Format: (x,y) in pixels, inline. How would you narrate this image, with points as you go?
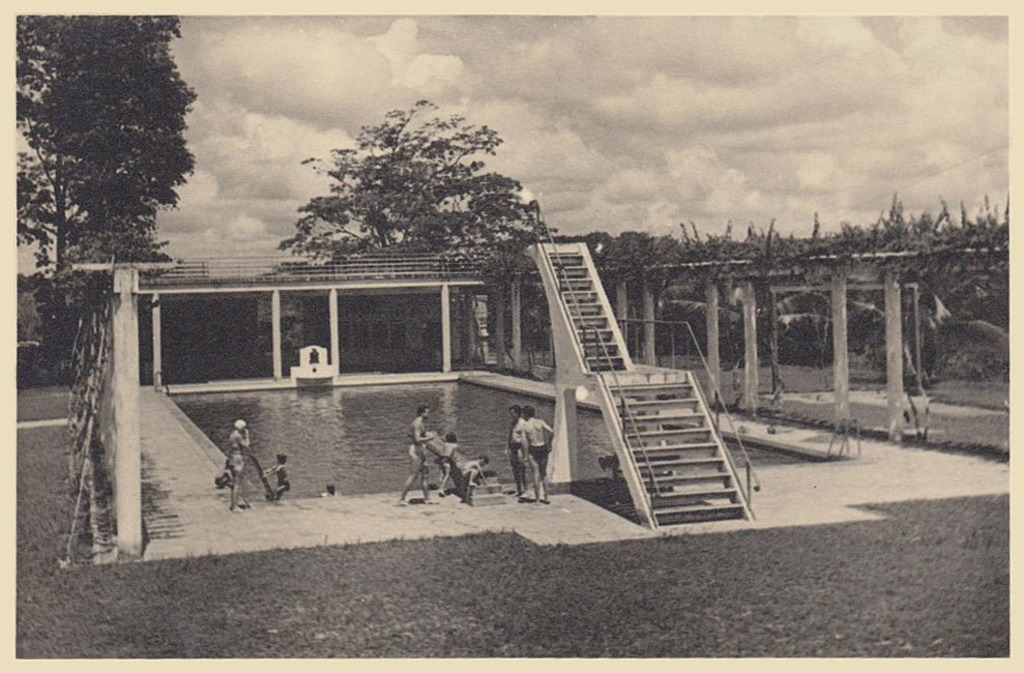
This is a black and white image. In this image we can see persons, stairs (586,374), pillars (132,467), water (392,426), grass (33,637), trees (63,217), sky (475,66) and clouds (417,86).
